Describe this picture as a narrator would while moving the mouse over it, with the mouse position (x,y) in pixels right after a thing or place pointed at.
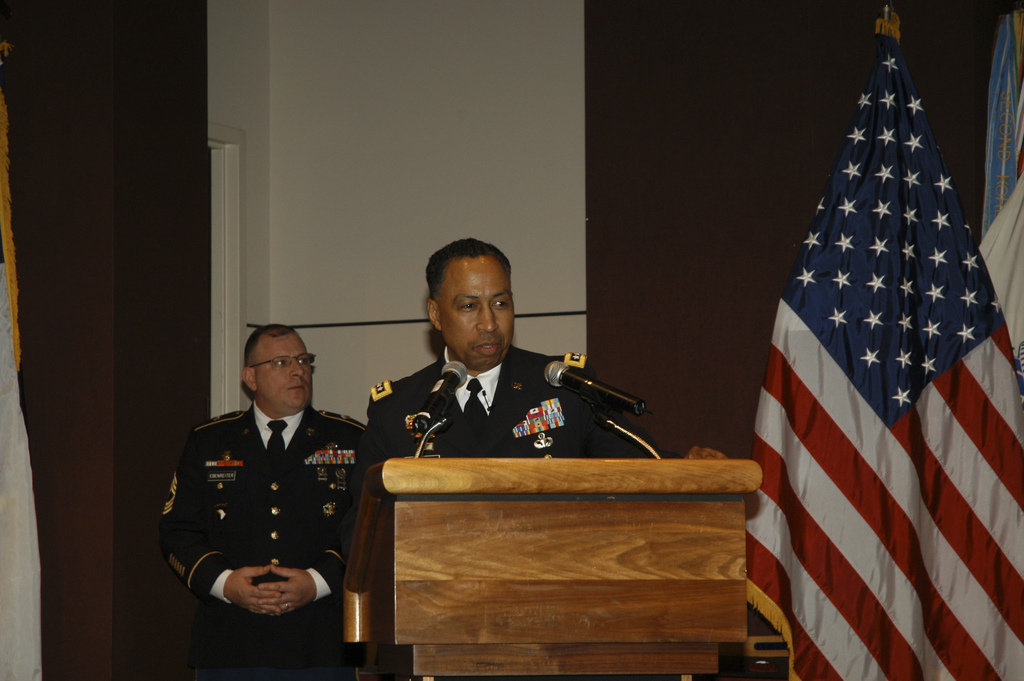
In this image, we can see two people (507,415) wearing uniform (505,400) and one of them is wearing glasses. In the background (869,385), we can see a flag (875,233) and there are some clothes (1002,202) and a curtain (163,266) and there is a wall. In the front (558,520), there is a podium (573,528) and a mic (591,382).
